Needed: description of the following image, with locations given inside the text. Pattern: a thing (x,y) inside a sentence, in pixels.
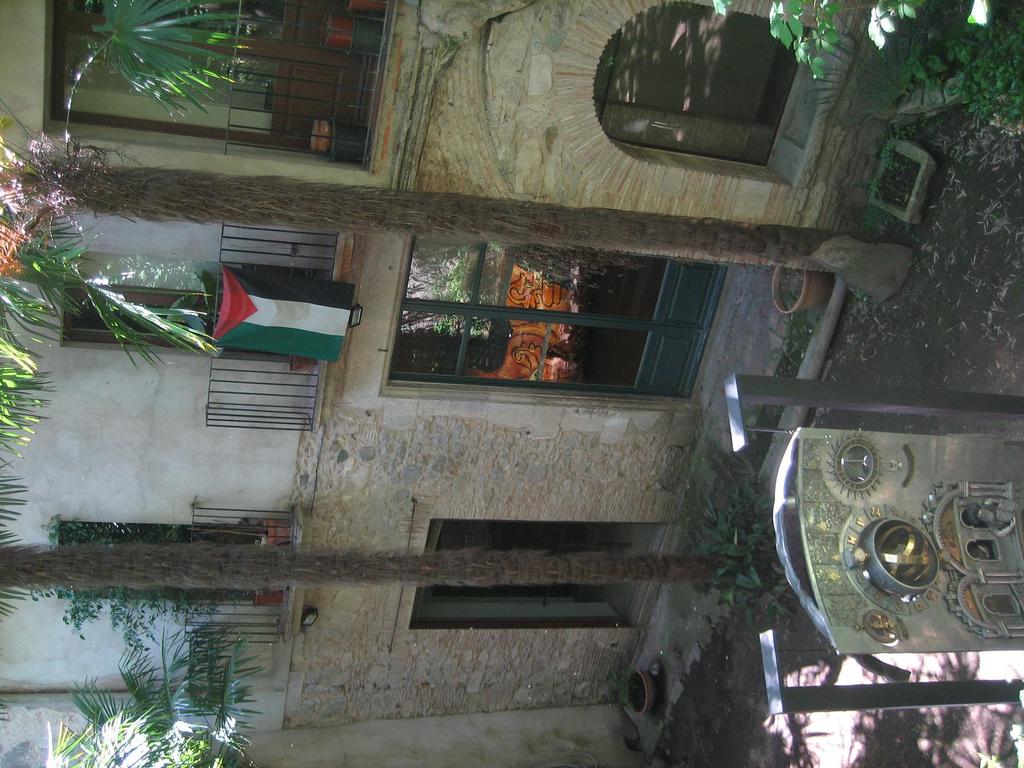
In the image we can see a building (394,521), fence (289,398), flag of a country (254,320) and trees (234,579). This is a pot (799,287), sand (969,284) and an object (854,468).
